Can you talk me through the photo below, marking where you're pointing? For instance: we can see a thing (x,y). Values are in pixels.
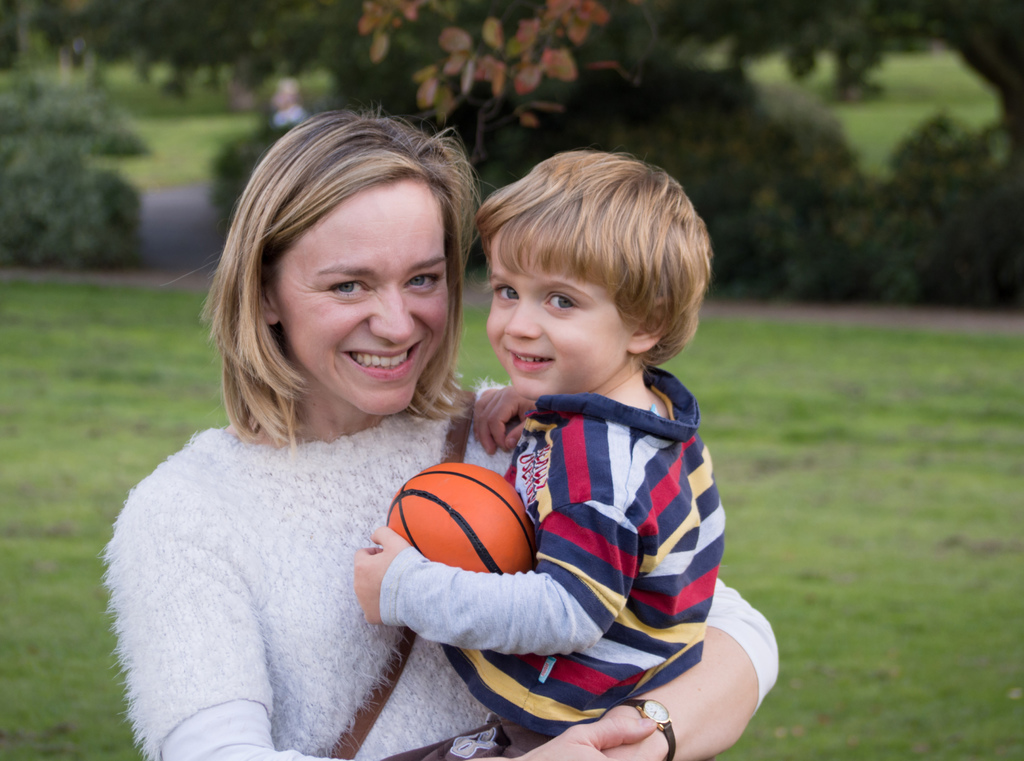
A woman (303,487) is holding a boy (566,480) in her hands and the boy (568,339) is holding ball (458,513) in his hand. In the background (86,114) there are trees (493,133) and plants (231,179).
